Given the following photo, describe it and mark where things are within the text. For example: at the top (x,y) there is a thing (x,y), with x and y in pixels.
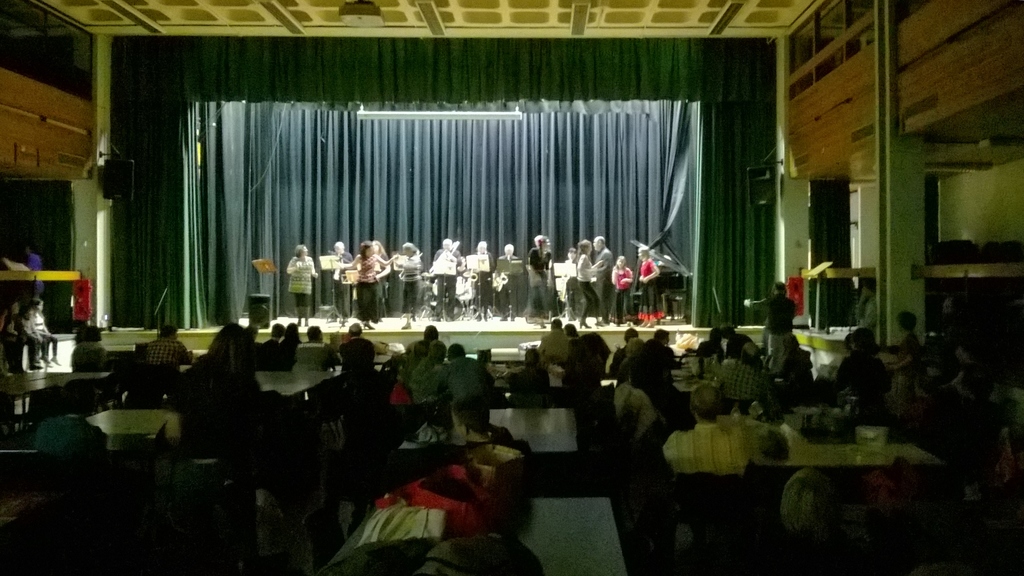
These are audience (76,370) and we can see bags (508,460) and objects (824,409) on tables (569,433). In the background (317,201) we can see people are standing and we can see speakers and curtains (463,181). At the top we can see projector (371,0).
